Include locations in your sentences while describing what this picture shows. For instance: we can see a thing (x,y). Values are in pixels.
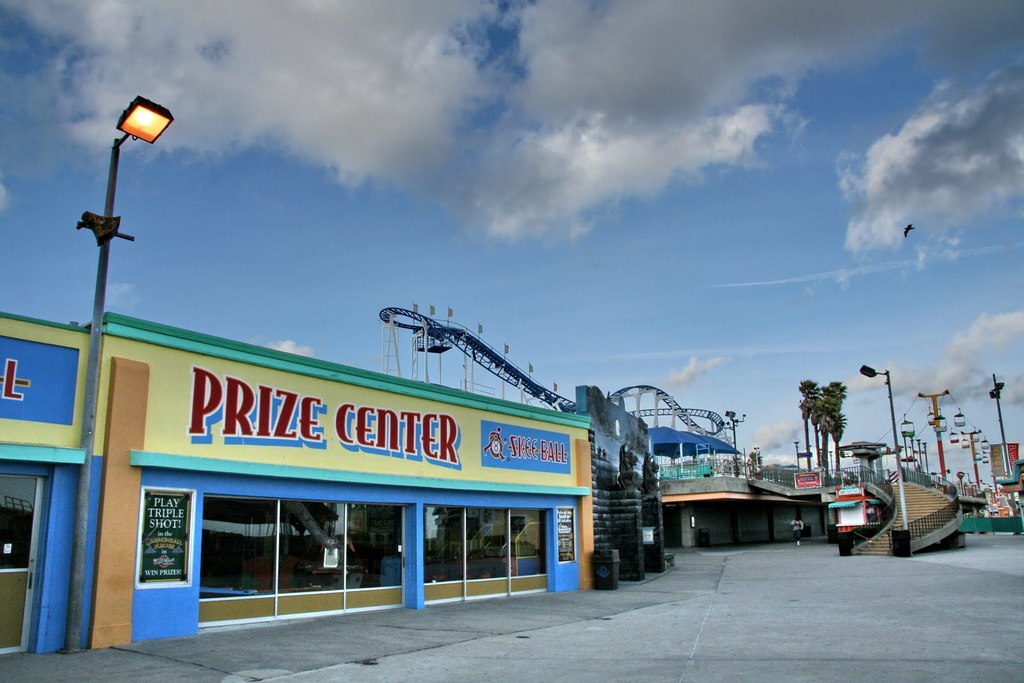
This image is clicked in an amusement park (903,619), on the left side (53,418) there is a store (177,623) and on the right side (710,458) there are many rides (972,450) all over the image with trees (815,404) in the middle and above its sky (822,140) with clouds (530,78).
